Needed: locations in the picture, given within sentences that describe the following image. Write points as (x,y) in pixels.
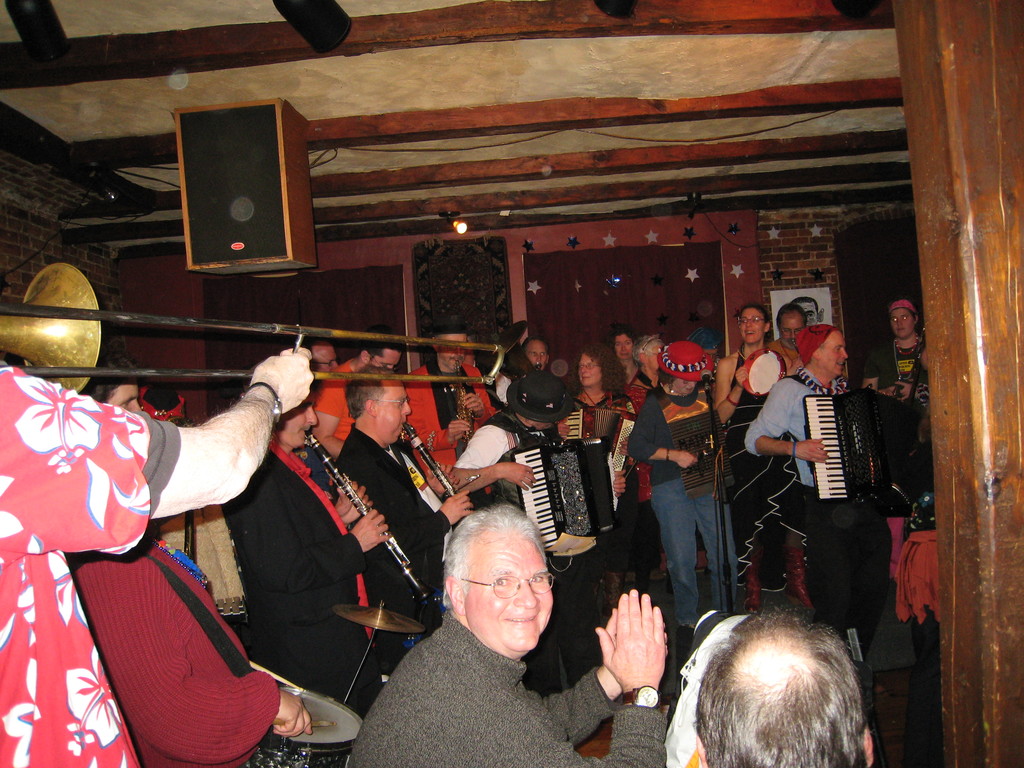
This picture shows the inner view of a building (696,81). There are some people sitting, three curtains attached to the wall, one microphone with stand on the floor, some people (488,441) standing, some objects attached to the wall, some people (708,507) playing musical instruments (87,355), some stars (816,280) attached to the wall (833,287), one speaker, some wires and one light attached to the ceiling (341,159).
